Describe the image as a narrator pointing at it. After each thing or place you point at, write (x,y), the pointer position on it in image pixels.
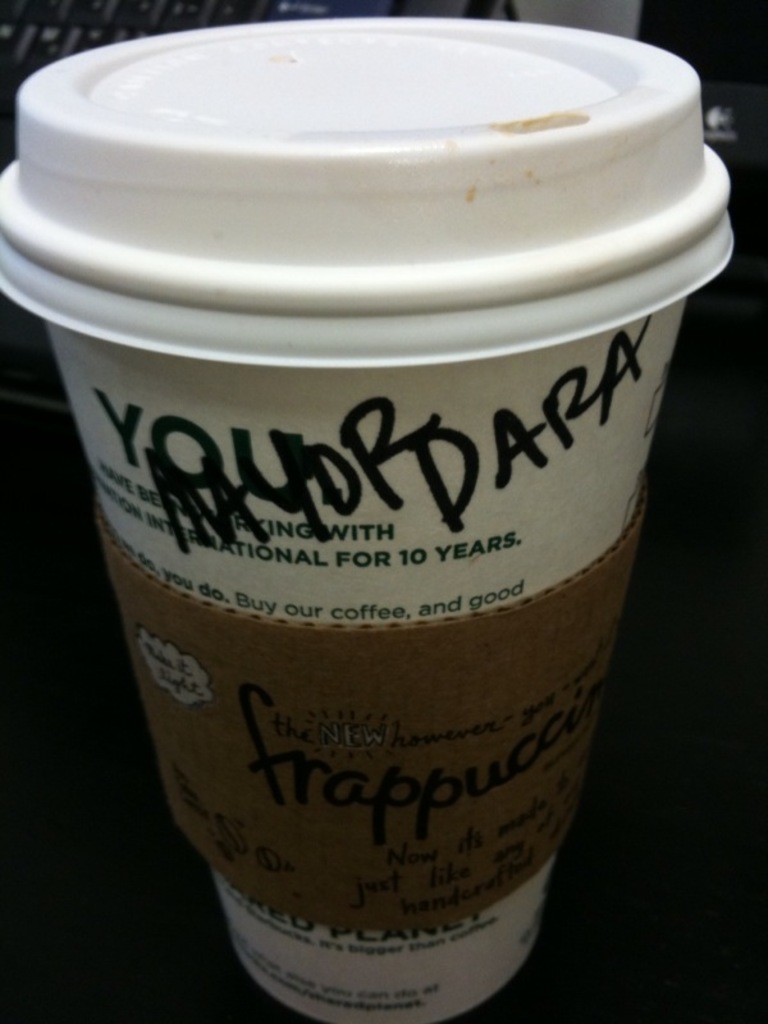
In this picture we can see a cup (470,830).
